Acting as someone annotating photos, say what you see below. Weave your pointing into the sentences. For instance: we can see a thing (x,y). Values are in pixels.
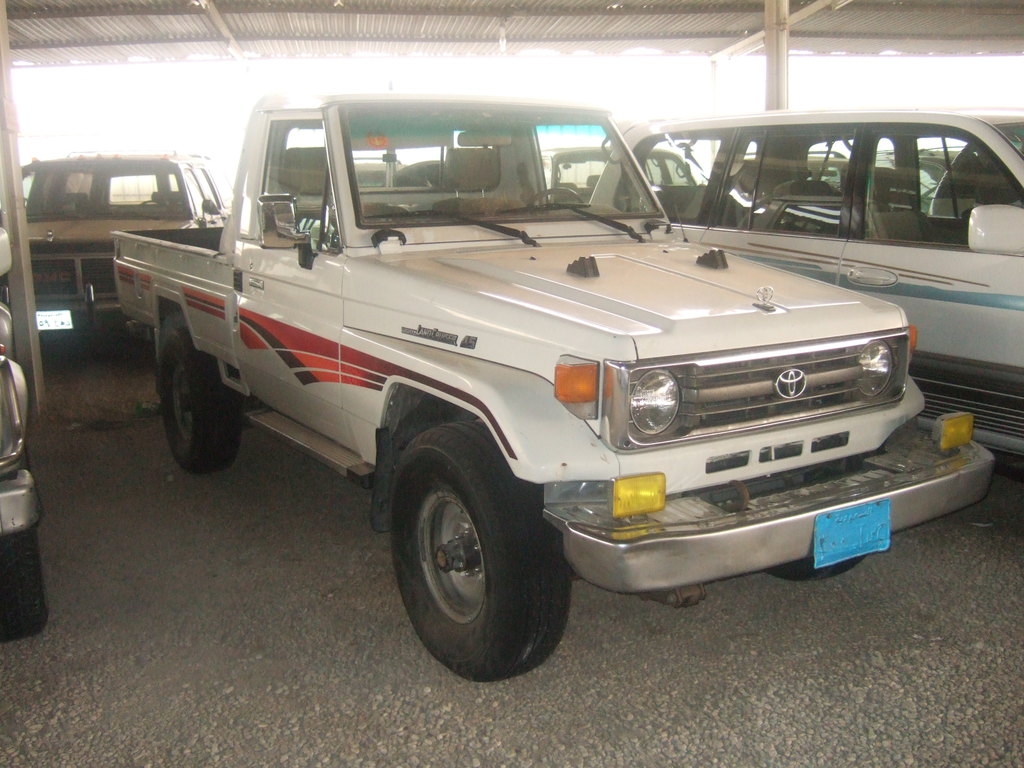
In this picture we can see a shed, under this shed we can see vehicles (813,475) on the ground (92,430).
